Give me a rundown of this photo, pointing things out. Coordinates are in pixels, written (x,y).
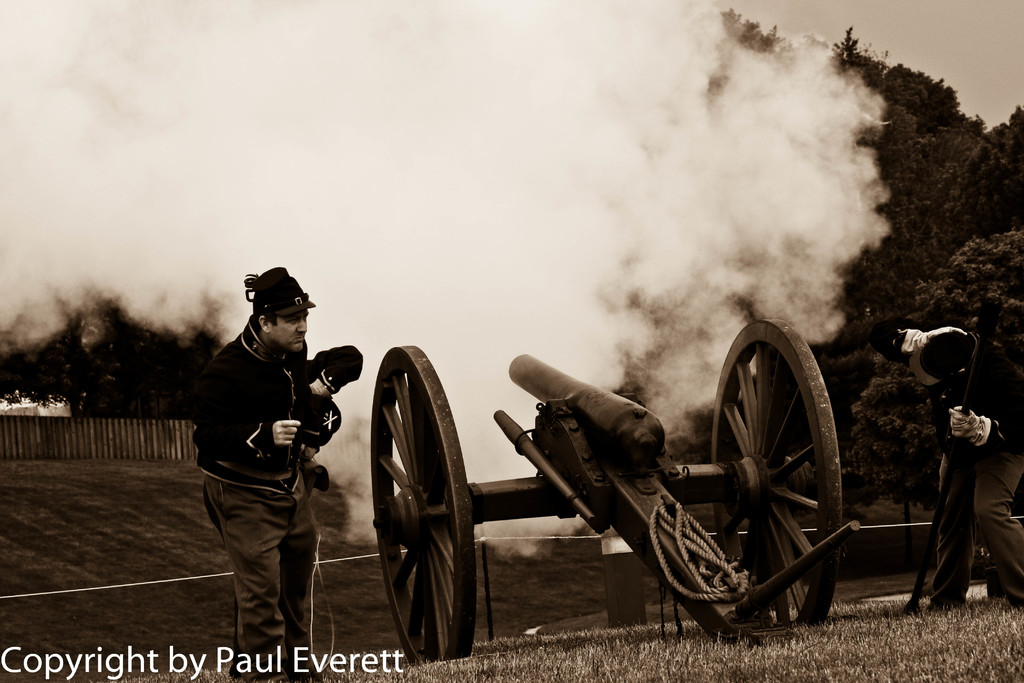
In the image we can see there are people (223,388) standing on the ground (46,500) and there is war equipment (629,425) kept on the ground (919,615). The ground (860,624) is covered with grass (919,663) and the war equipment (406,529) is kept on the wheels (398,443). There is a smoke (564,219) in the air (570,218) and behind there are trees (1019,218). The image is in black and white colour.
